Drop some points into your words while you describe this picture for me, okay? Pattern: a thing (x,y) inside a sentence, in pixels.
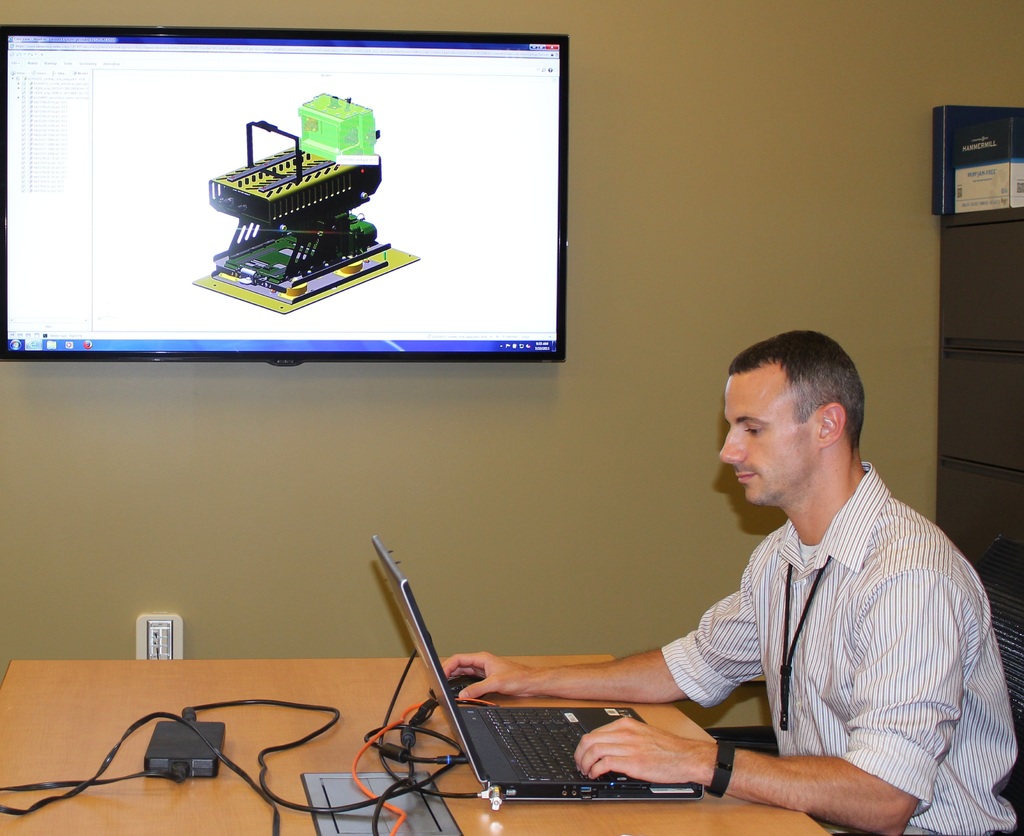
In this image I can see in the middle (343,302) there is a t. v (293,242). to the wall (267,409). On the right side (895,710) a man (803,708) is sitting and working in the laptop (595,710). He wore shirt (915,651), watch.
